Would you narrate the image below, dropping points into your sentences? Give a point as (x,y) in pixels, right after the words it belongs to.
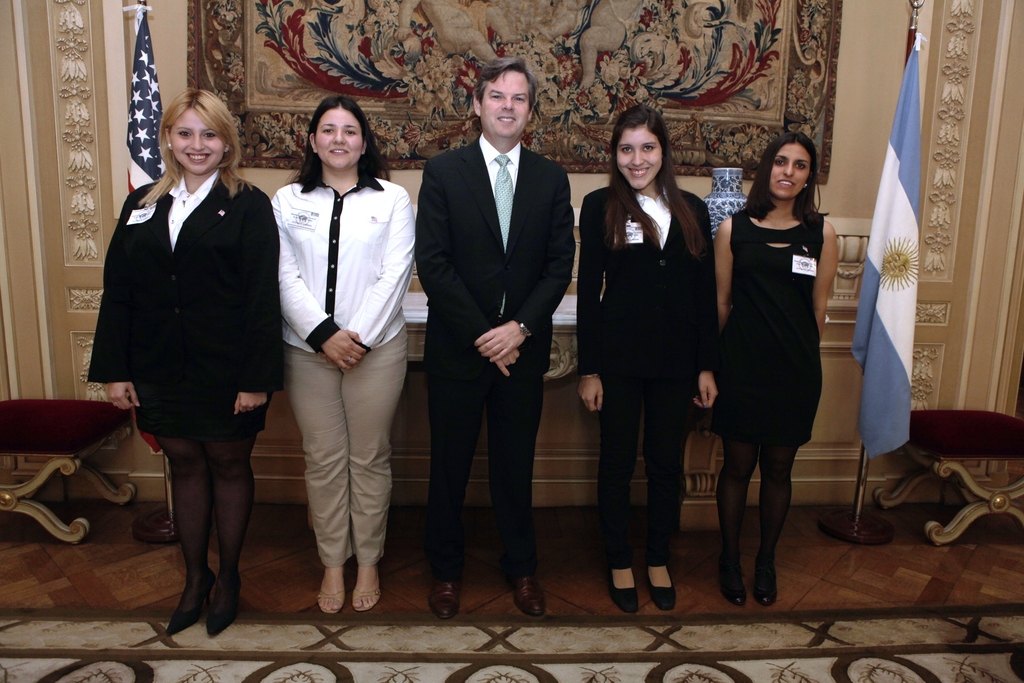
In this image we can see a few people (484,315), behind them there is a vase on the table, there are chairs (89,442), also we can see the flags (883,341), and the designed wall (428,147).
